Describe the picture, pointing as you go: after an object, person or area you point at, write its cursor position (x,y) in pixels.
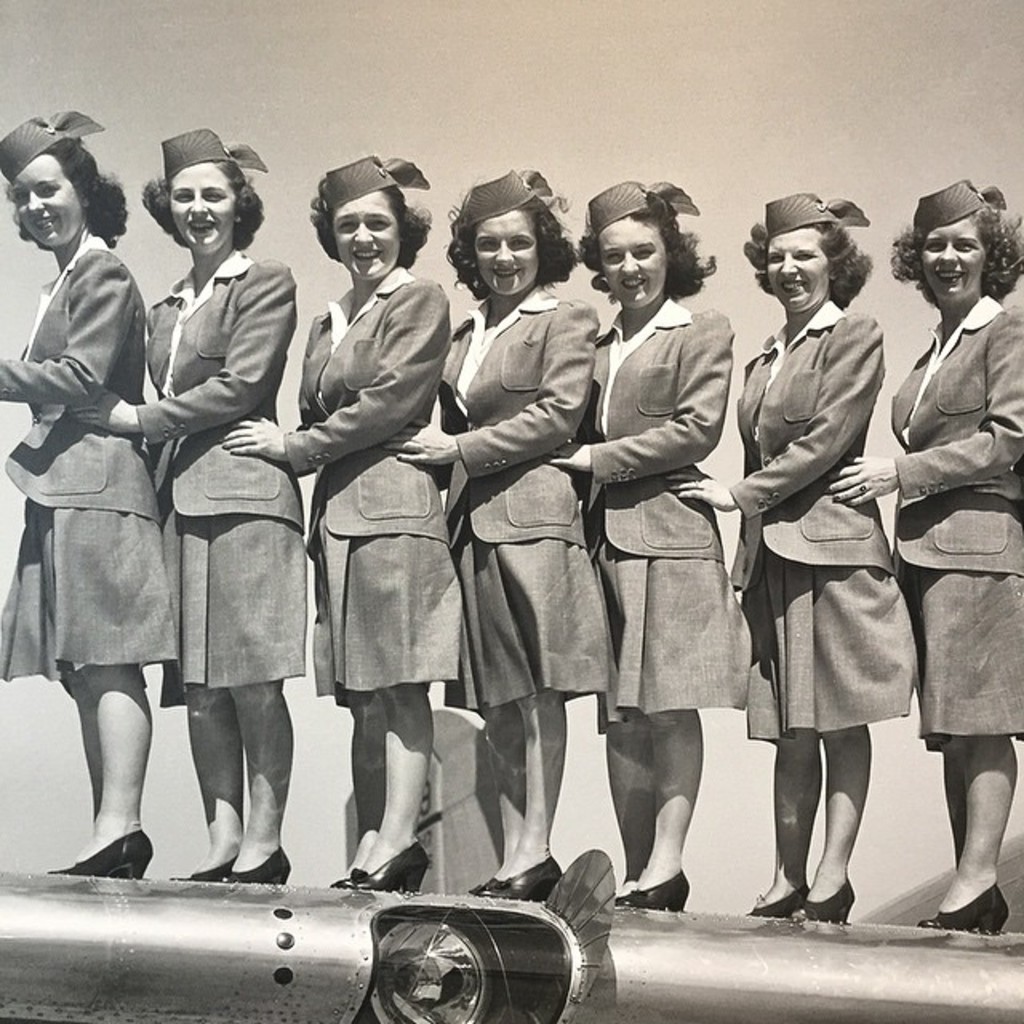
In this image there is a group of people (567,521) in the uniform (512,617) standing on the vehicle (620,1010).
